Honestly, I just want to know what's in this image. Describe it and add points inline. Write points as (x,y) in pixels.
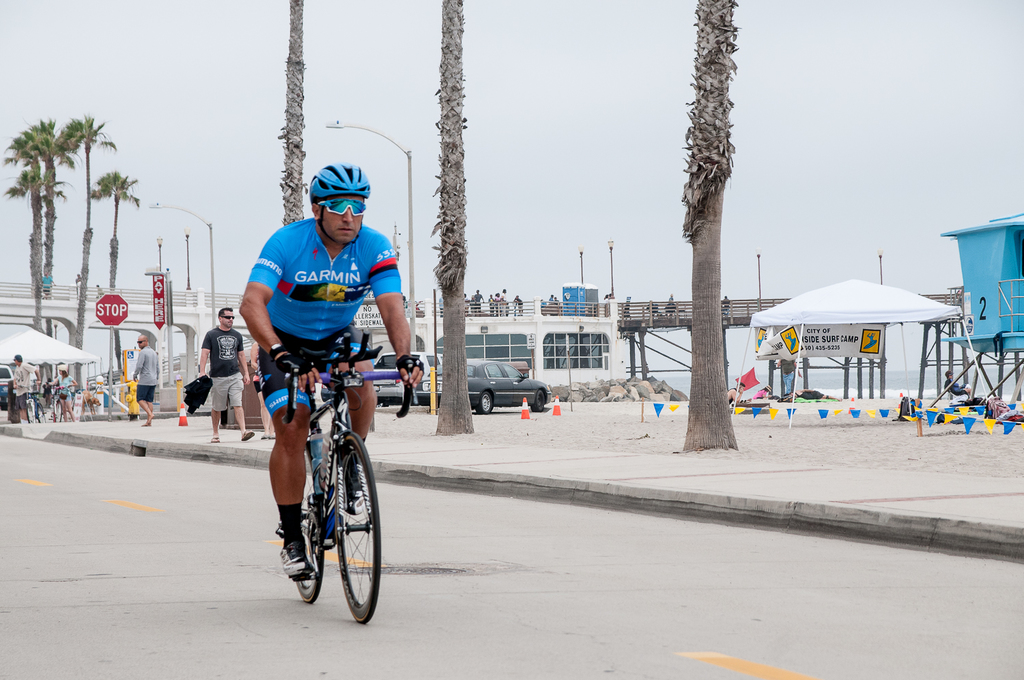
In this picture we can see a person (340,268) is riding a bicycle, he wore a helmet (345,194), goggles (334,214), gloves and shoes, in the background (217,379) there are some people (157,370) walking, we can also see some trees (464,282), a bridge (474,320), cars (476,376), poles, lights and boards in the background (702,260), on the right side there is a tent (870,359), we can see some people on the bridge (665,304), there is the sky (566,25) at the top of the picture (542,39).
